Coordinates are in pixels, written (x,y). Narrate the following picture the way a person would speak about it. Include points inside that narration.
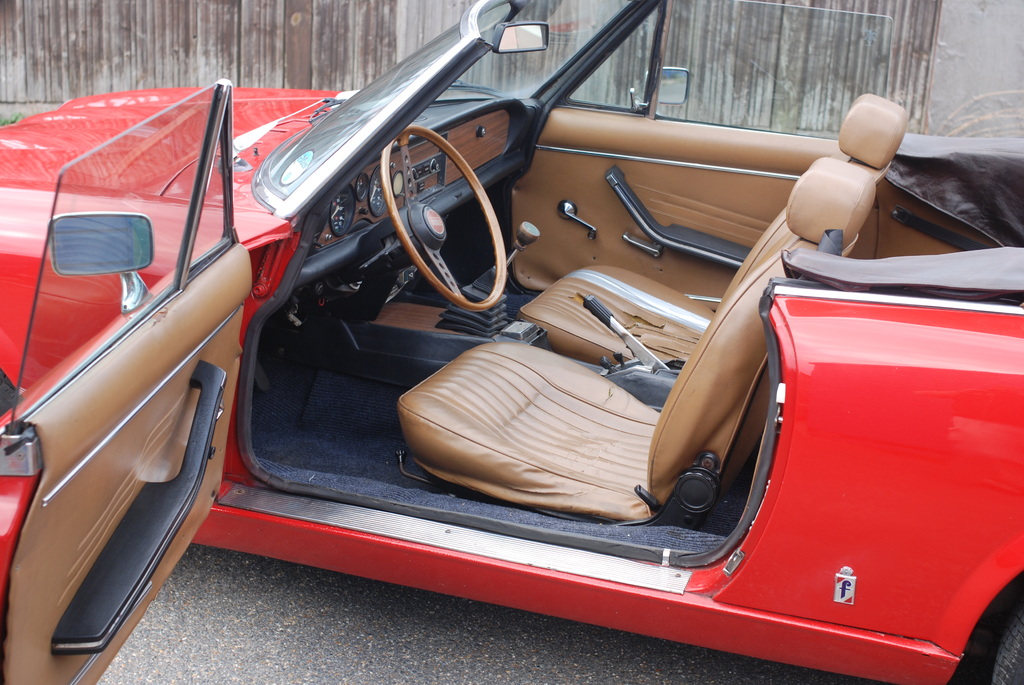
In this image we can see a car (822,368) with a steering (429,209). In the background (353,52) there is a wooden wall (626,63).
